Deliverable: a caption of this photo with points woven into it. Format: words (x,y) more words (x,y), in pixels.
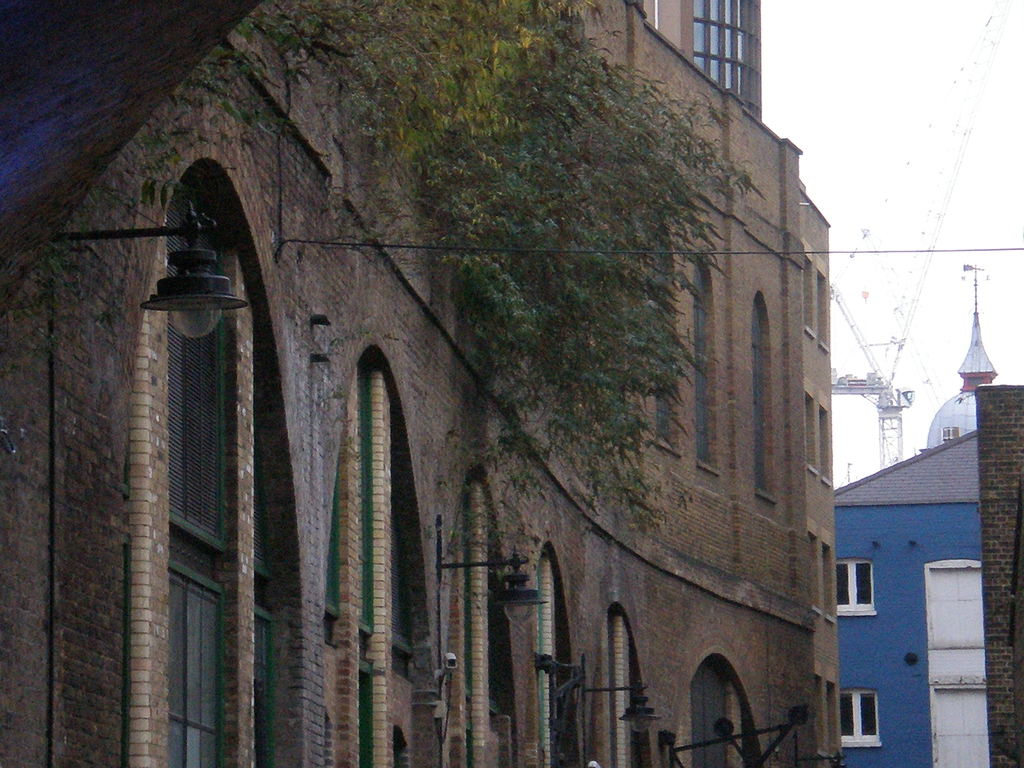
In this image I can see few buildings (805,586), wires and a tree (449,235).
